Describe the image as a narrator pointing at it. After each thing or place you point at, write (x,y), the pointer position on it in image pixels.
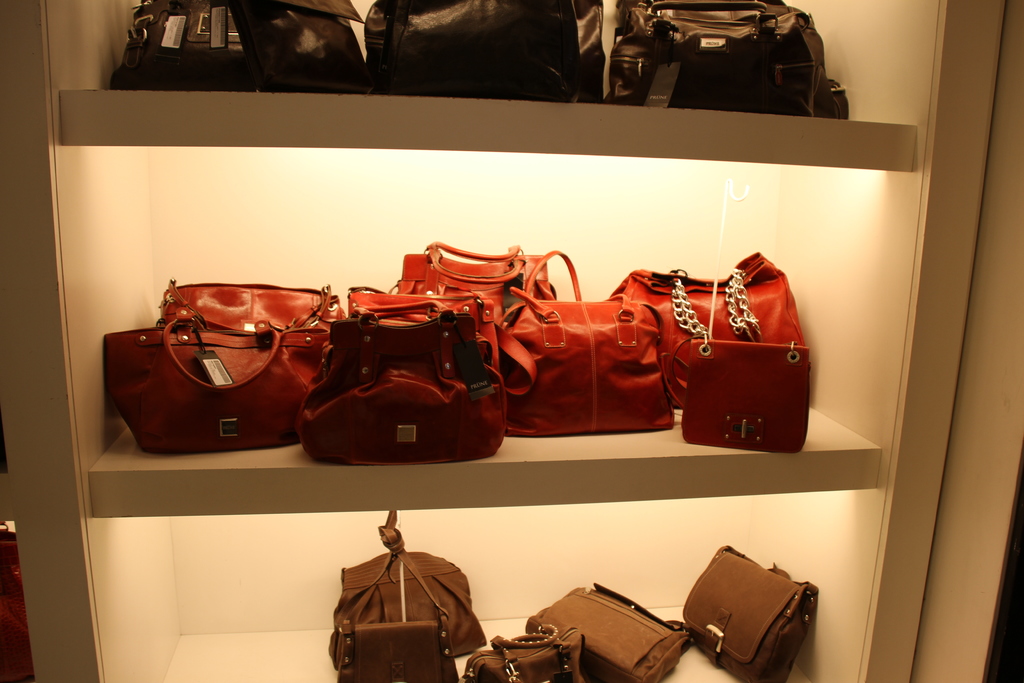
In this image, we can see some shelves (709,504), there are some handbags (551,390) kept on the shelves (174,116).
